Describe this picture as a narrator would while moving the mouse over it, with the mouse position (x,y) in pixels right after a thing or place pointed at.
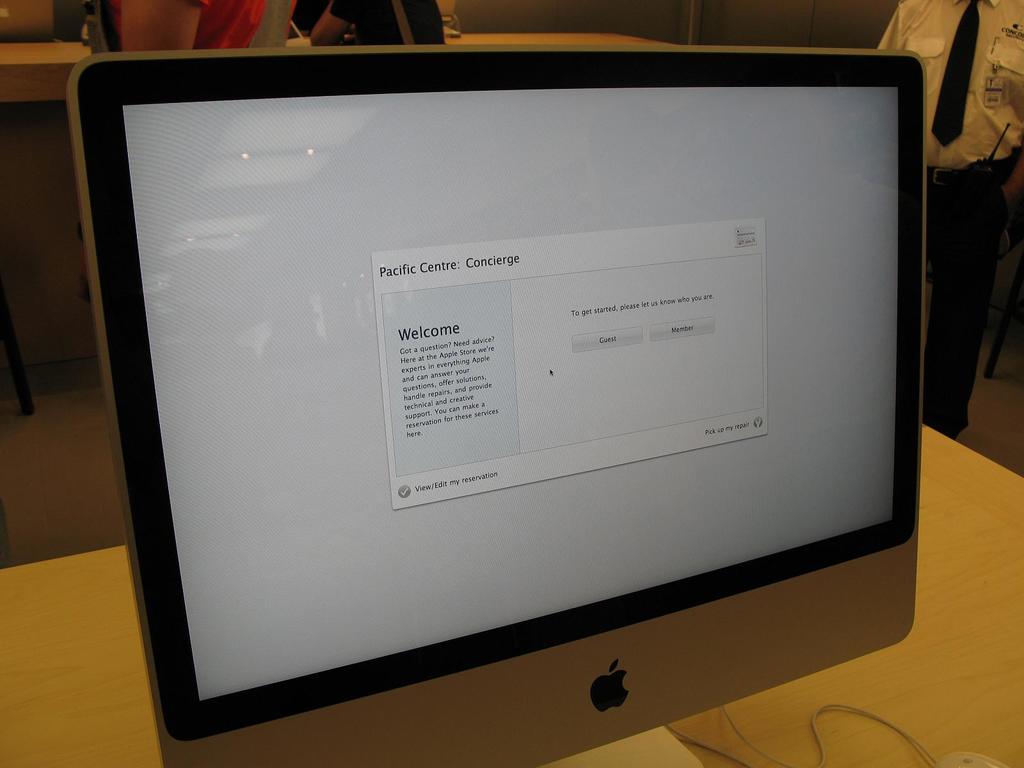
In this image I can see a system (635,671) and the system (627,413) is on the table (118,652). The table (118,652) is in brown color, background (1002,31) I can see few people (981,233) some are sitting and some are standing and the person (990,39) at right (979,213) wearing white shirt (979,152), black pant (966,311).
